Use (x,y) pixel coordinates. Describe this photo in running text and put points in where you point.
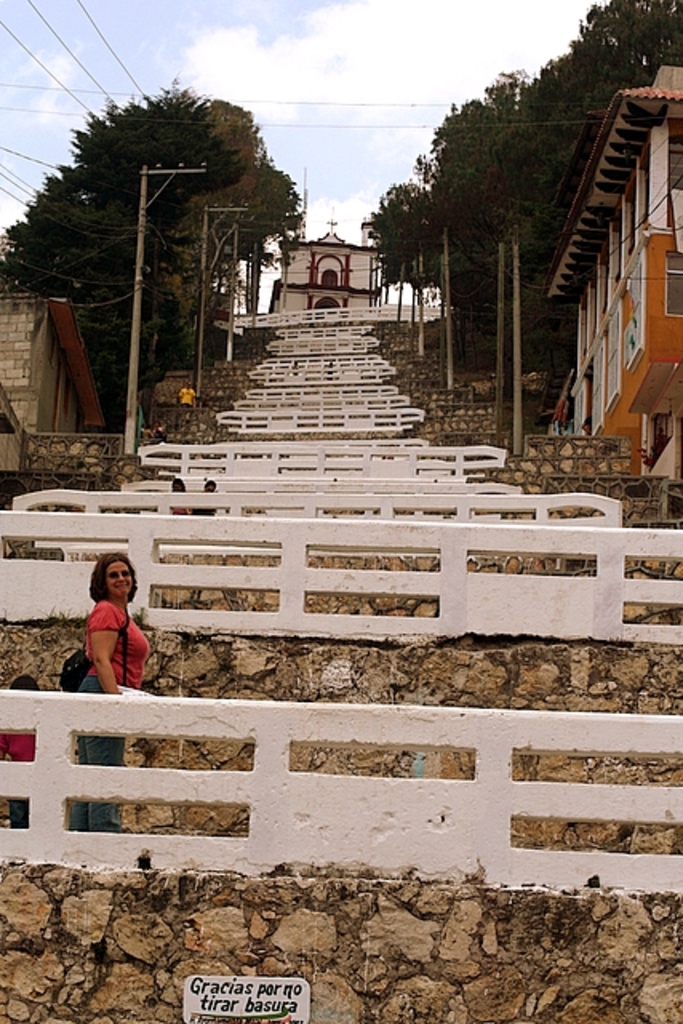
On the left (107,822) there is a woman (111,813) who is wearing goggle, t-shirt (128,650), bag (127,621) and jeans (107,761), beside her we can see a person (30,756). Both of them are standing near to this concrete fencing (66,781). At the bottom (247,996) there is a poster (260,999). On the right (636,421) we can see the building (674,423). On the left (79,199) we can see the electric poles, wires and trees (162,289). At the top of the mountain (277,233) we can see the church (325,303). On the top (448,15) we can see sky (292,42) and clouds (316,20).
